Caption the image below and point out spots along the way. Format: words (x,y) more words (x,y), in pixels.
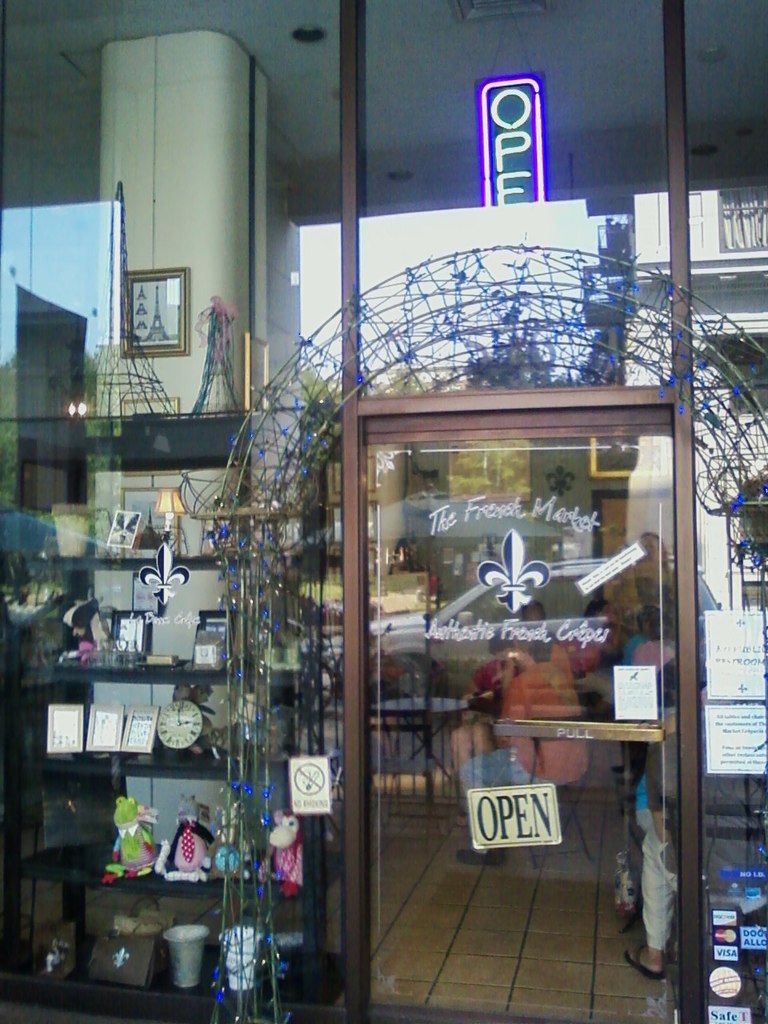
In this image in the front (423,660) there is a door (423,660). Behind the door (430,692) there are persons (610,628) sitting. There is frame (172,341) on the wall (200,477) and on the shelves (157,559) there are frames (128,733), there are clocks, toys (145,850), which are on the left side (223,721), behind the glass (121,710) in the shelves (194,560) and on the door (551,612) there is some text (483,639) written on it which is in the center (498,637). On the top of the door (566,496), there is a text (525,179) written on it. And there is a reflection (645,336) of the building (644,315) on the mirror (640,351).
